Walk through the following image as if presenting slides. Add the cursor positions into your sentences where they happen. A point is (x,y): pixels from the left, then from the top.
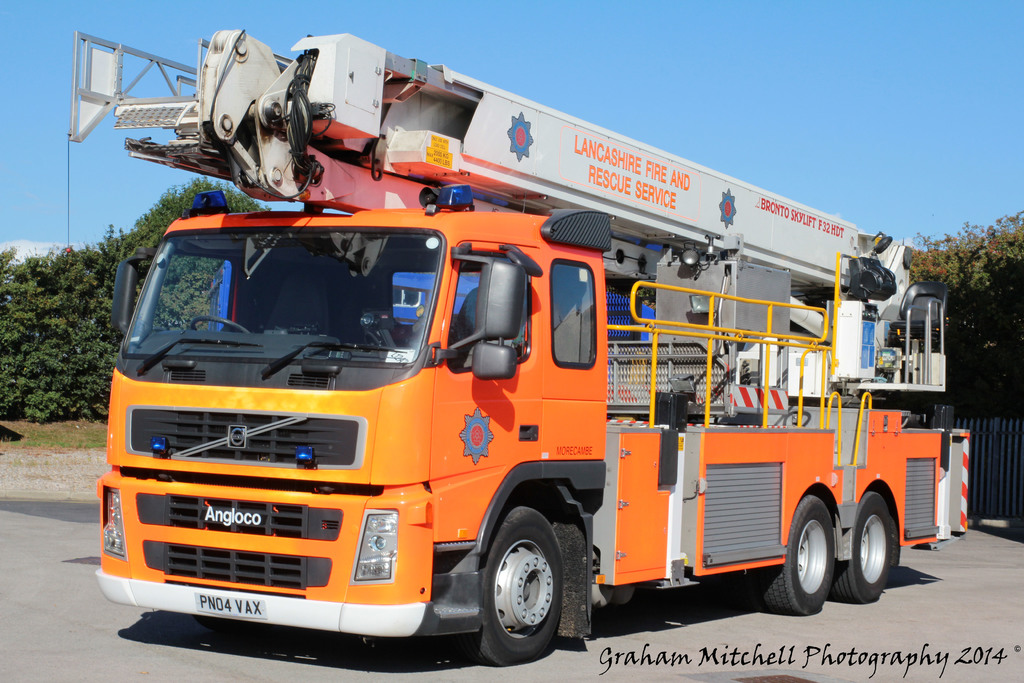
In this image we can see a truck (650,420). On the truck (598,191) there are logos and text (676,193). In the background (54,314) there are trees (19,311). Also there is a fencing (1004,445). And there is sky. At the bottom (709,648) there is text (728,646).
